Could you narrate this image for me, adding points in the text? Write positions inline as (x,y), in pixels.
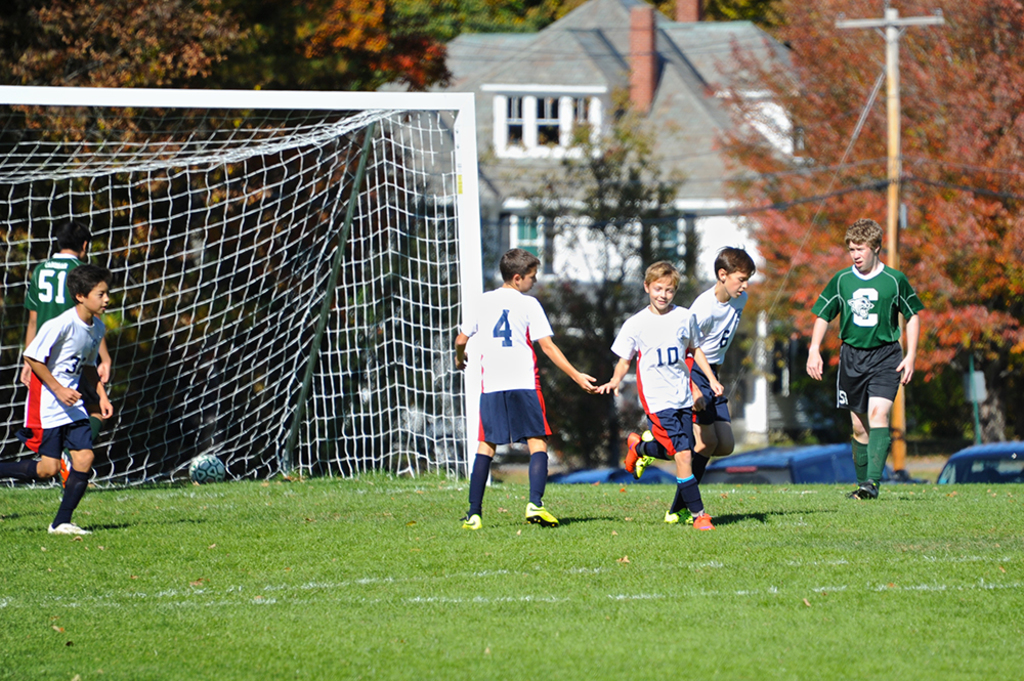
In this image we can see children (631,440) standing on the ground (487,506), sports net (255,245), ball (196,468), buildings (572,108), street pole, cables (854,141) and trees (856,156).
